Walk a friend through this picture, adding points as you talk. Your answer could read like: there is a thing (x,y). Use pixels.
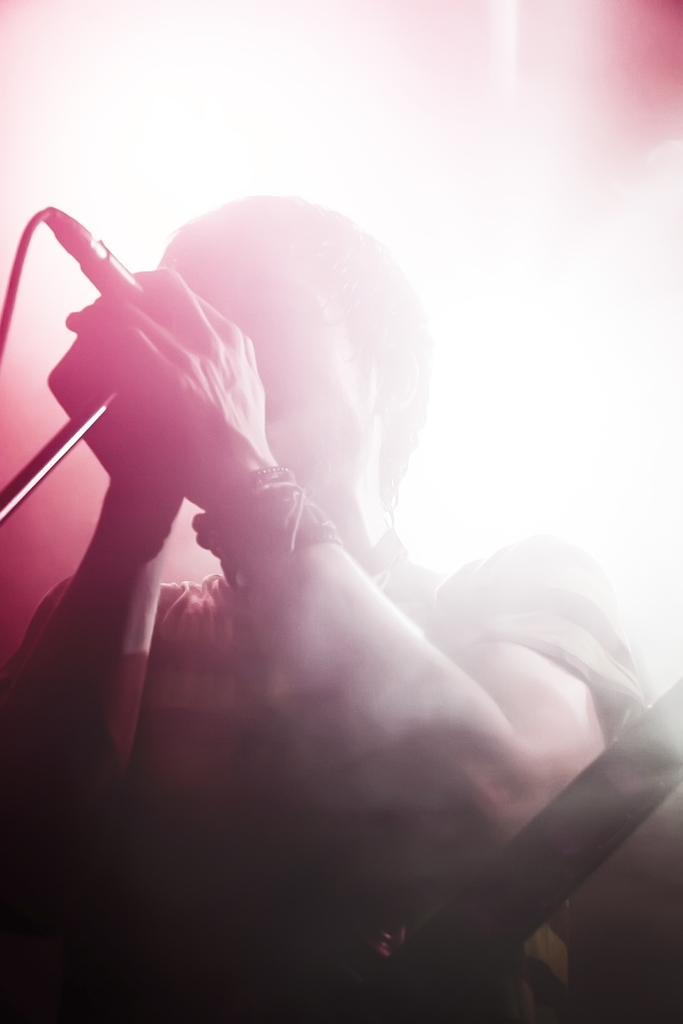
In the image there is a person (394,674) holding a mic (83,267) and singing and in the background (434,163) there is bright light (470,190).
